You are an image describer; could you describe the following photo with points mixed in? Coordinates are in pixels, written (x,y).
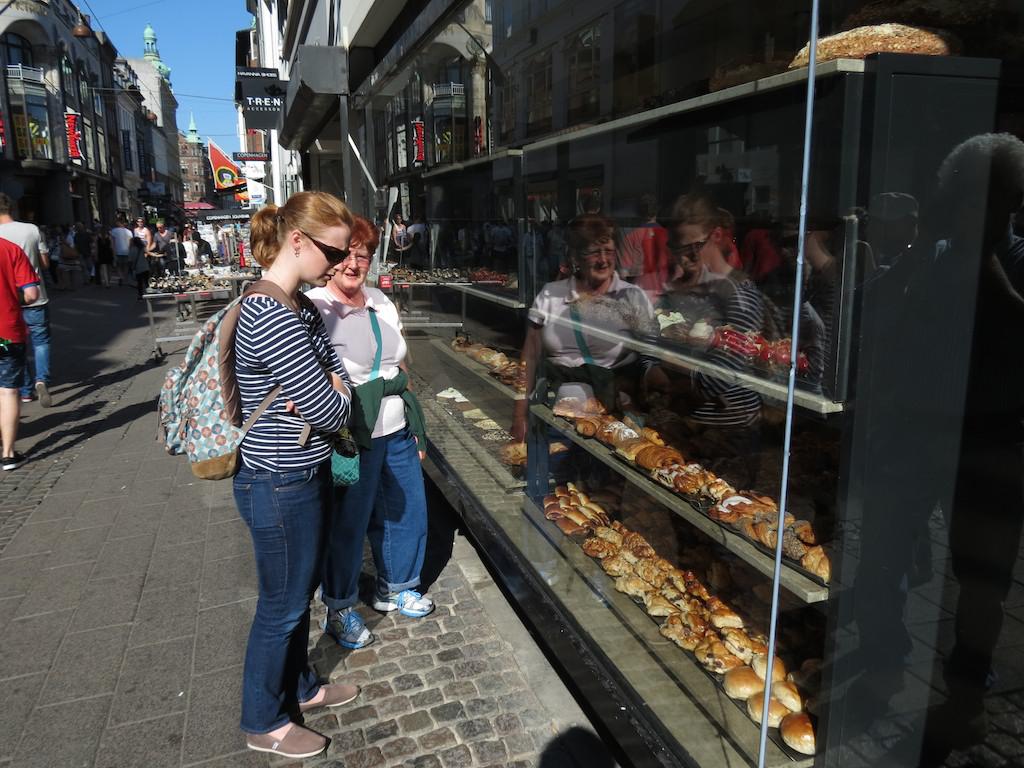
In this picture we can observe two women (329,425) standing in front of the racks (643,342) in which we can observe some food (505,376) is placed. There are some people (58,258) walking in this path (88,325). In the background (137,161) there are buildings (94,144) and a sky (180,106).
